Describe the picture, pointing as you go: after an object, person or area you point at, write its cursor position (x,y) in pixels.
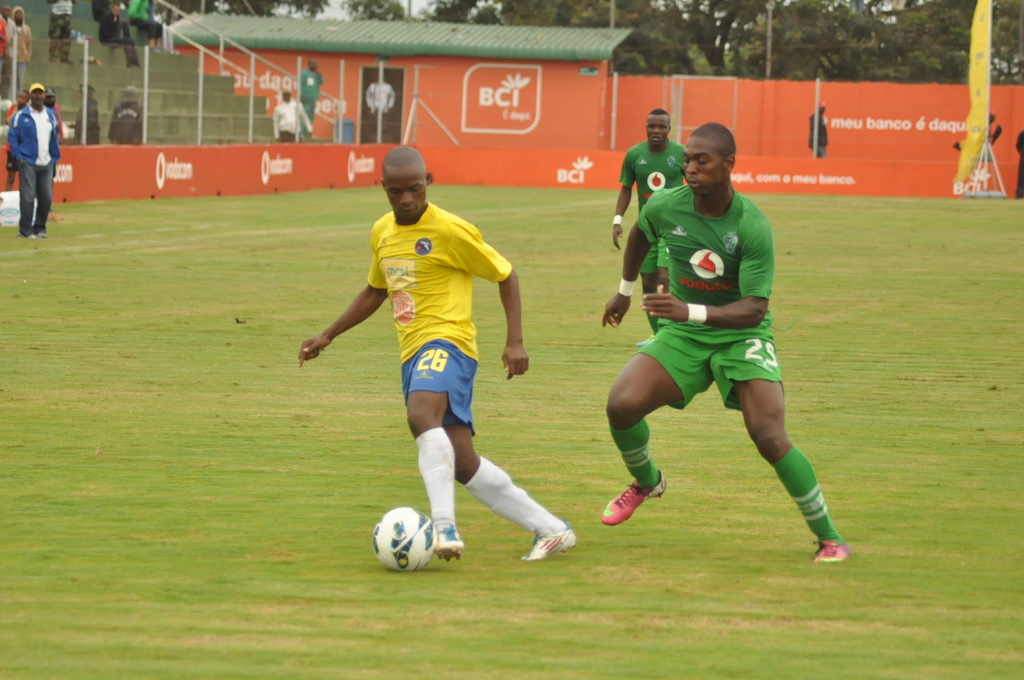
In this picture we can see a ball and three men (751,335) are running on the ground (281,471) and in the background (48,137) we can see a group of people (25,54) standing on steps (175,127), door (393,118), wall (963,111), trees (244,4).
